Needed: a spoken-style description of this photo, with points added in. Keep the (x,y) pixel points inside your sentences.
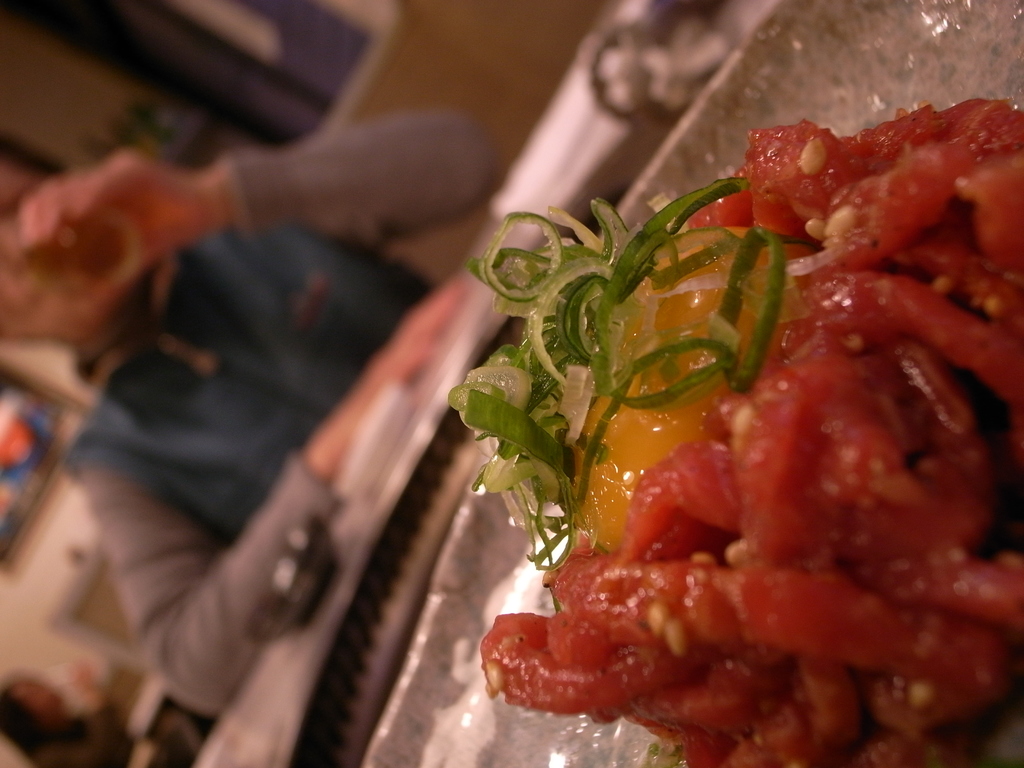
In this image I can see a plate (521,590) in which food items (575,536) are there which is kept on the table (309,643) and a person (258,293) is sitting on the chair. In the background (428,93) I can see a wall (400,103). This image is taken in a restaurant (470,460).
